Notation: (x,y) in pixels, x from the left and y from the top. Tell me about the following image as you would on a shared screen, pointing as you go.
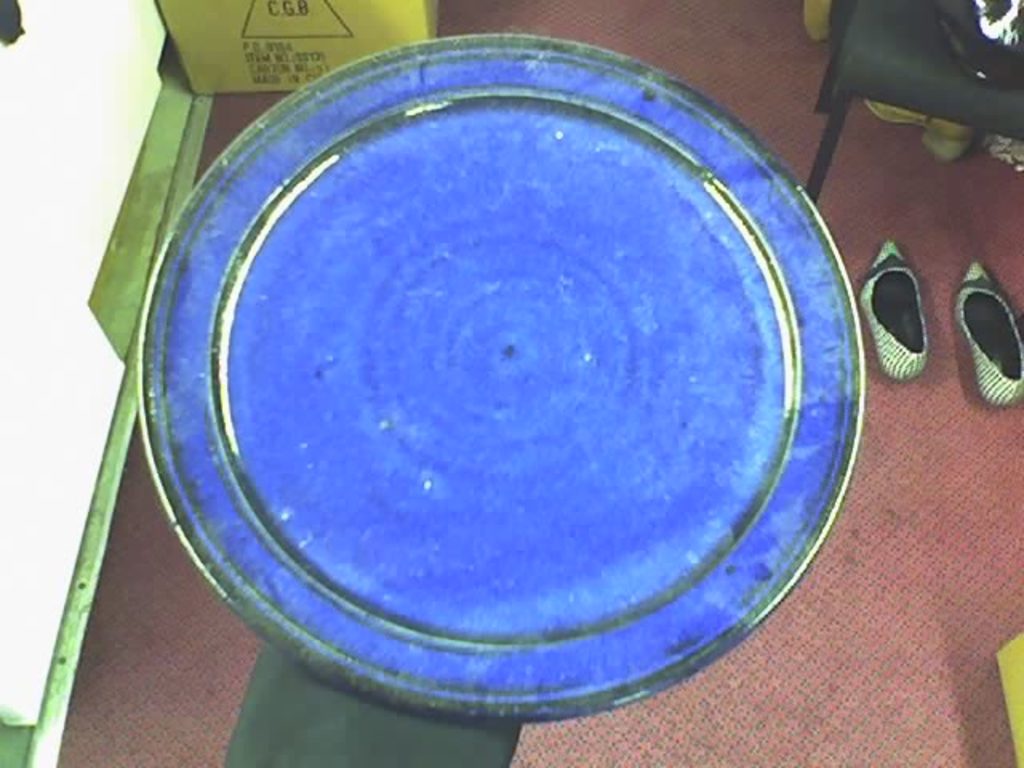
This picture seems to be clicked inside the room (936,179). In the center (350,261) we can see a blue color plate (633,357) and we can see the shoes (971,319) and a box (333,30) and some other objects (855,75) are placed on the ground (1008,193) and we can see the text (275,74) on the box (331,50) and we can see some other objects (0,251).
